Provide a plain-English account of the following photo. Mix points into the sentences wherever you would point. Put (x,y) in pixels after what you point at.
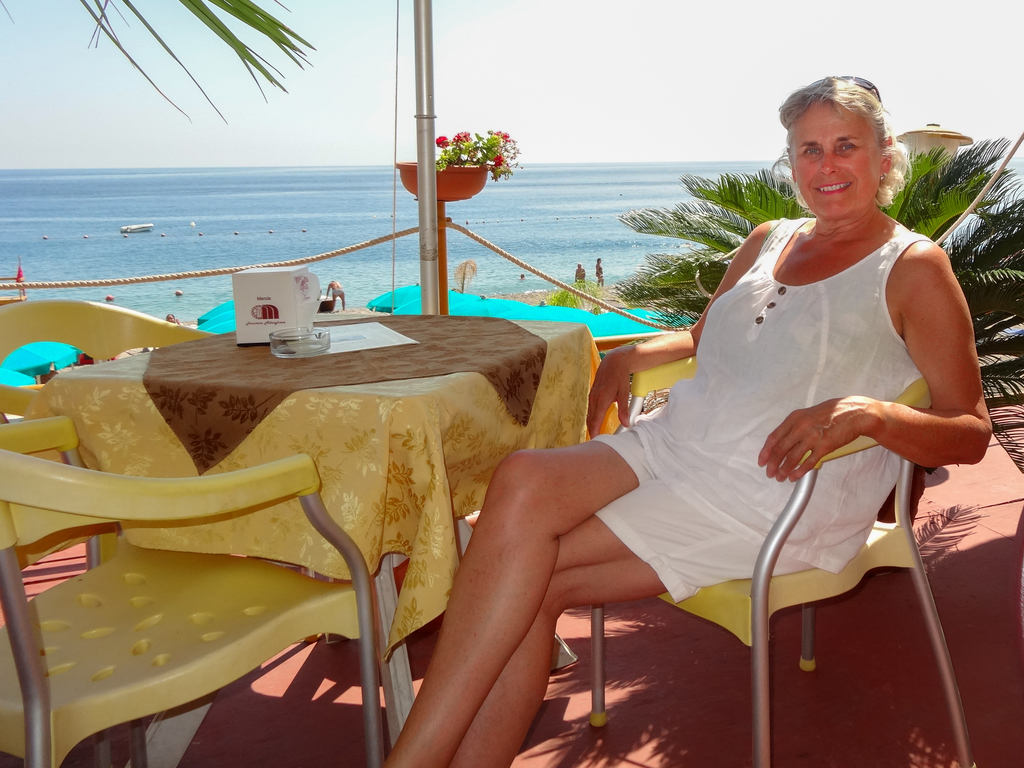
In this image I can see a table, person (837,252) sitting on the chair (784,588). In the background (460,210) trees (680,219), pole (426,21), flower pot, rope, few people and water (585,203). The sky (607,109) is in white color.
